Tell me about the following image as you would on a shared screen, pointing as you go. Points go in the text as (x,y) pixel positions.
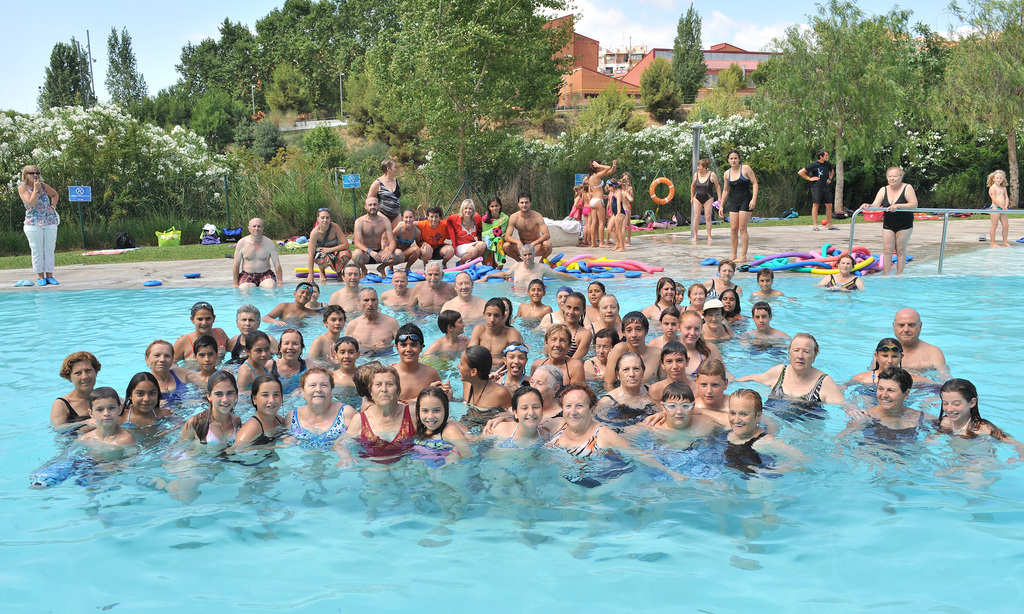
In the center of the image (665,346) there are people (81,372) in swimming pool (136,337). In the background of the image (405,171) there are trees (507,88). There are buildings (583,39). At the bottom of the image (401,579) there is water (314,564).
